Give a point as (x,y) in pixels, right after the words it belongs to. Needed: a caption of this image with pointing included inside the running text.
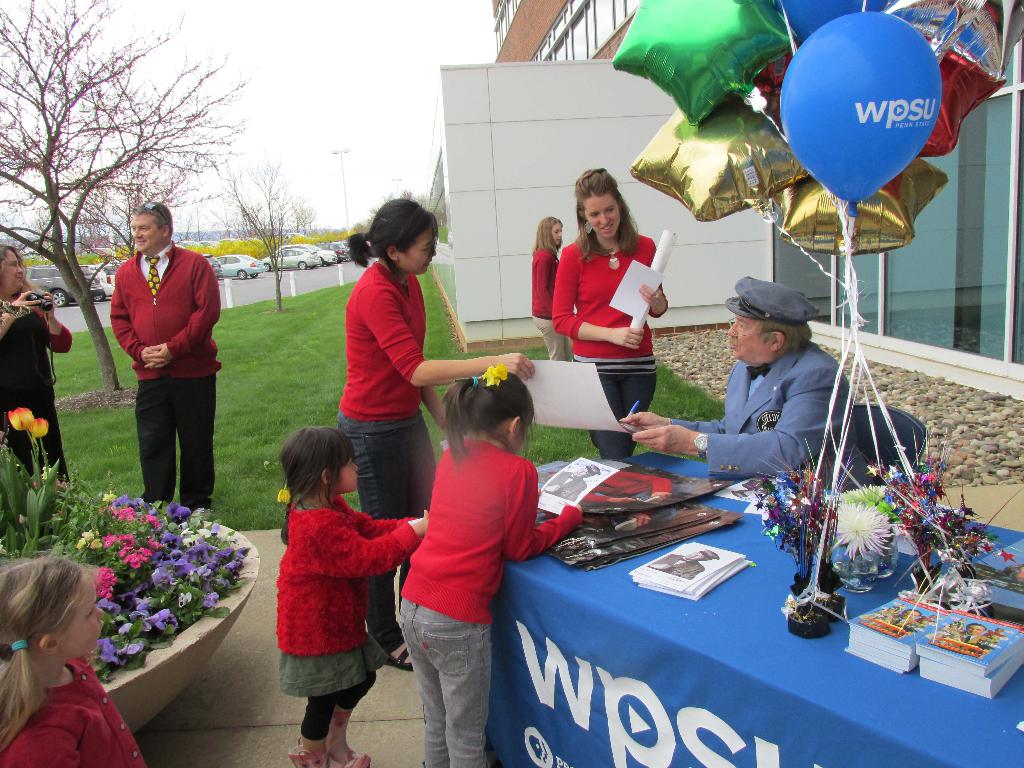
In this picture there is a table (569,614) on the right side of the image (763,478), on which there are balloons (792,145), books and other items (843,527), there are people (118,751) in the center of the image (470,487) and there is a building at the top side of the image (531,10), there are poles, trees (270,230), and cars (257,259) in the background area of the image (259,257) and there are flowers (30,515) on the left side of the image (17,525).
